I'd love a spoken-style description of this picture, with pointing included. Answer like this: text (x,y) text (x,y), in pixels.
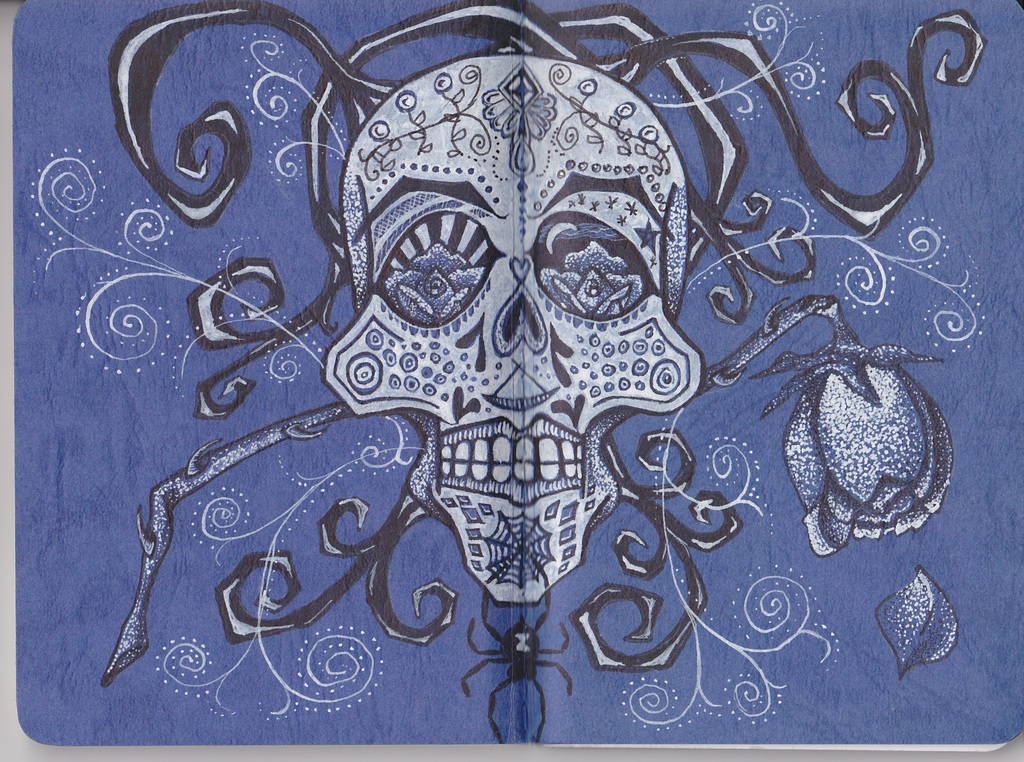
In the picture we can see the painting (124,90) of a skull (501,510) on the paper (865,645) with designs (205,483).
